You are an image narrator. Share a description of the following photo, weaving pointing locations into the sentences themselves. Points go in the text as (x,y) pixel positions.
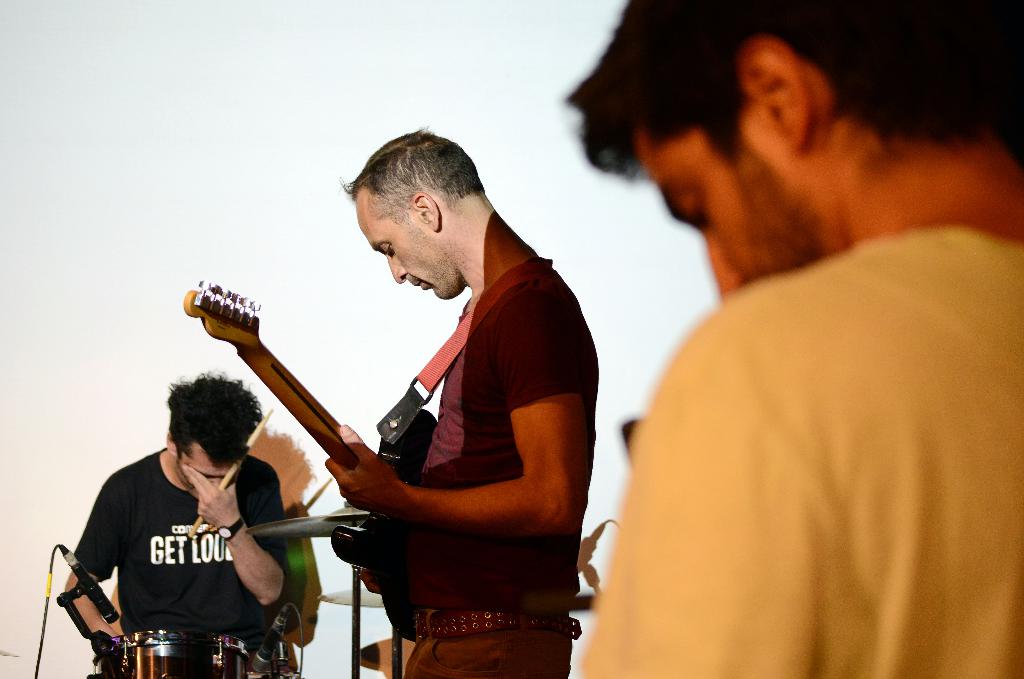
There are 3 people (665,497) here playing musical instruments (286,535) and this is a microphone (76,559).
